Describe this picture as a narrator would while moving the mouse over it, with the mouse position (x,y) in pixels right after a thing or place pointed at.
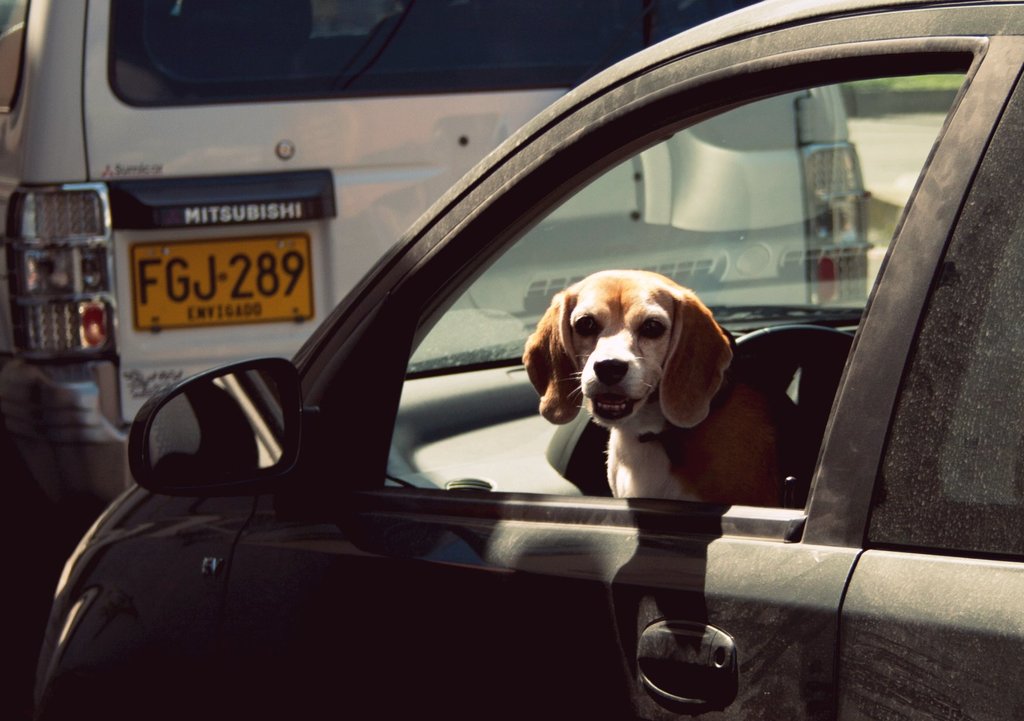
In this picture we can see two cars (557,154). Inside of this car (960,181) we can see one dog (613,309). This is a mirror (192,442) of a car (187,443).
